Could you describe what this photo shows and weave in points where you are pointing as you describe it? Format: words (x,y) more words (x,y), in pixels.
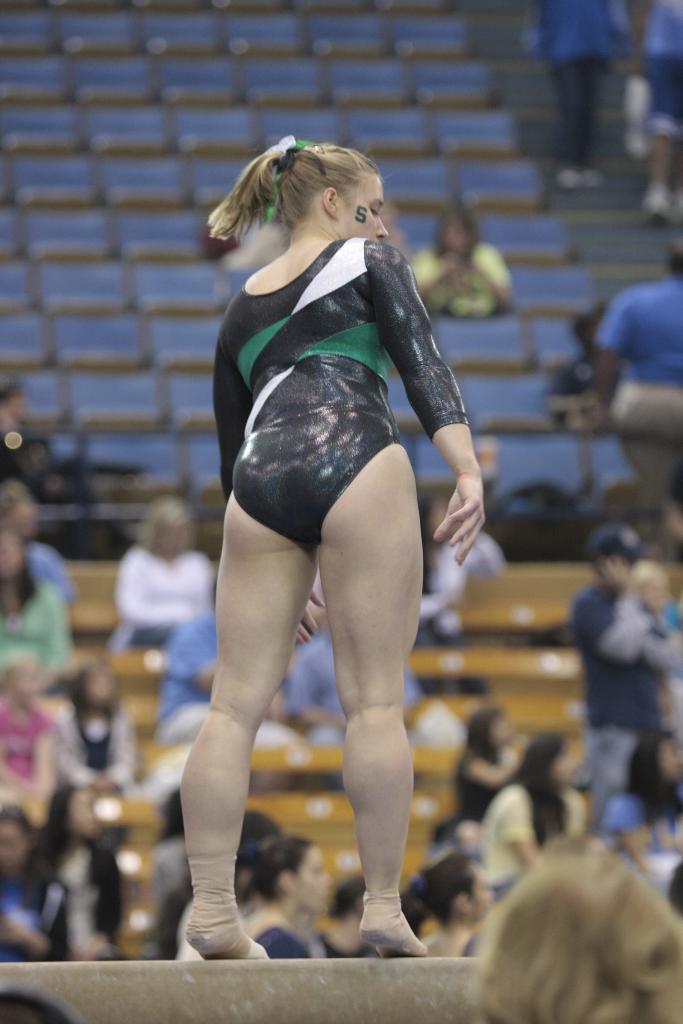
In this image we can see a woman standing on the balance beam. On the backside (55,837) we can see a group of people (339,955) sitting on the chairs (541,662) and some people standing on the stairs (545,190). On the bottom of the image (486,929) we can see the head (528,923) of a person (514,921).
